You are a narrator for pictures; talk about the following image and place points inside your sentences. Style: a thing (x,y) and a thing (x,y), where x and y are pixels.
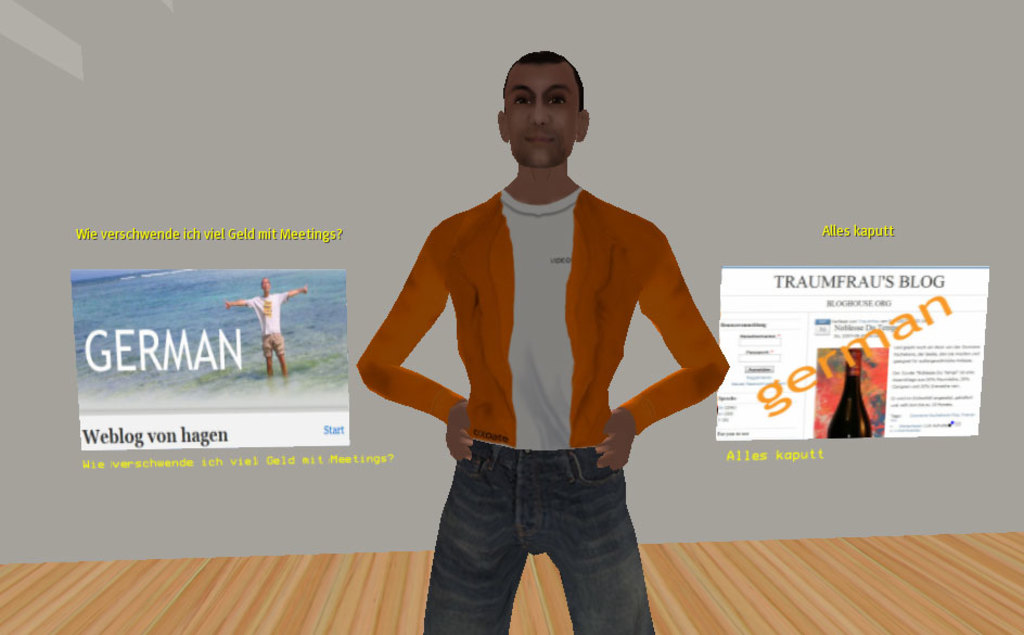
Here we can see a graphical image, in this picture we can see a cartoon (511,255) of a person (533,479) in the middle (514,419), on the left side (286,343) there is a picture (317,349) of a person (270,340) who is standing in the water (255,328), on the right side (834,349) and left side (306,460) we can see some text (224,346).
